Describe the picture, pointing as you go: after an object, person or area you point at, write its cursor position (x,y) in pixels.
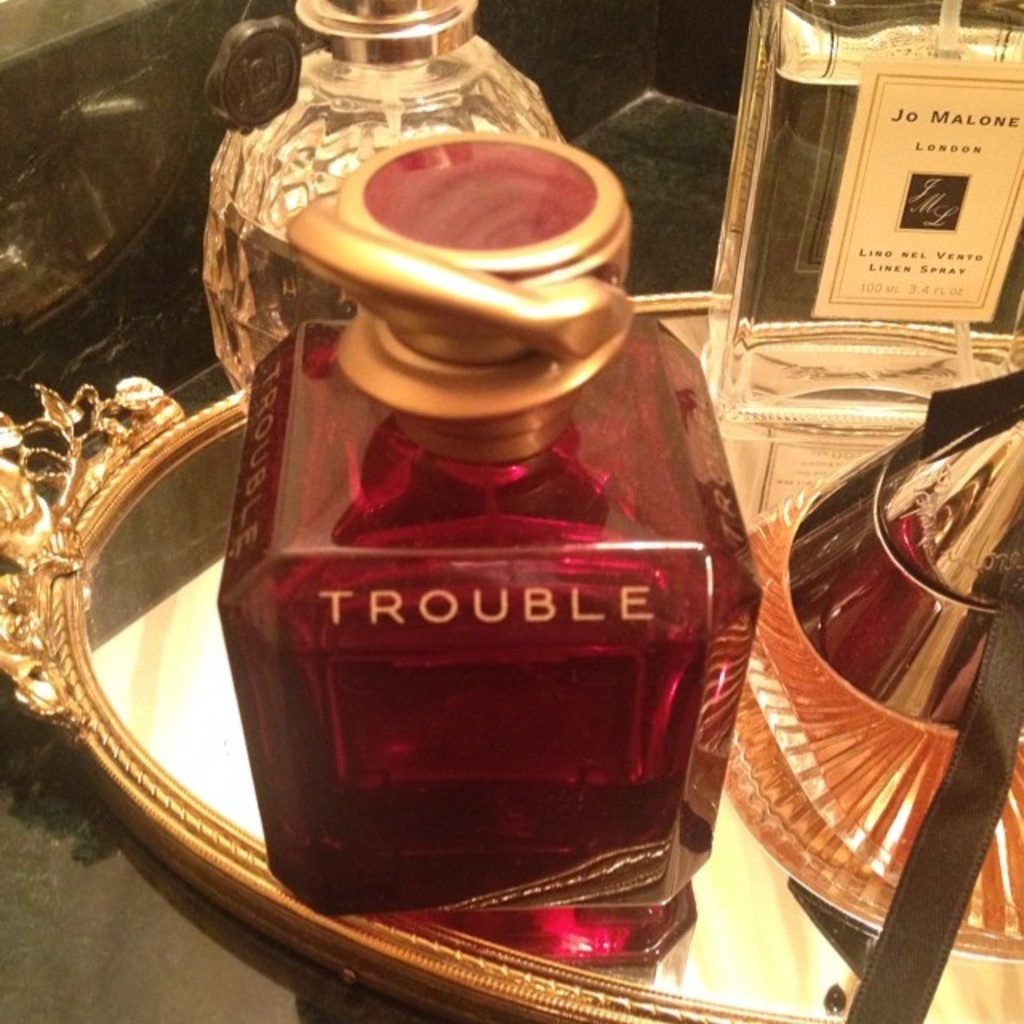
In the image there are few bottles (638,352) in a tray (30,705) on a table (97,985).
